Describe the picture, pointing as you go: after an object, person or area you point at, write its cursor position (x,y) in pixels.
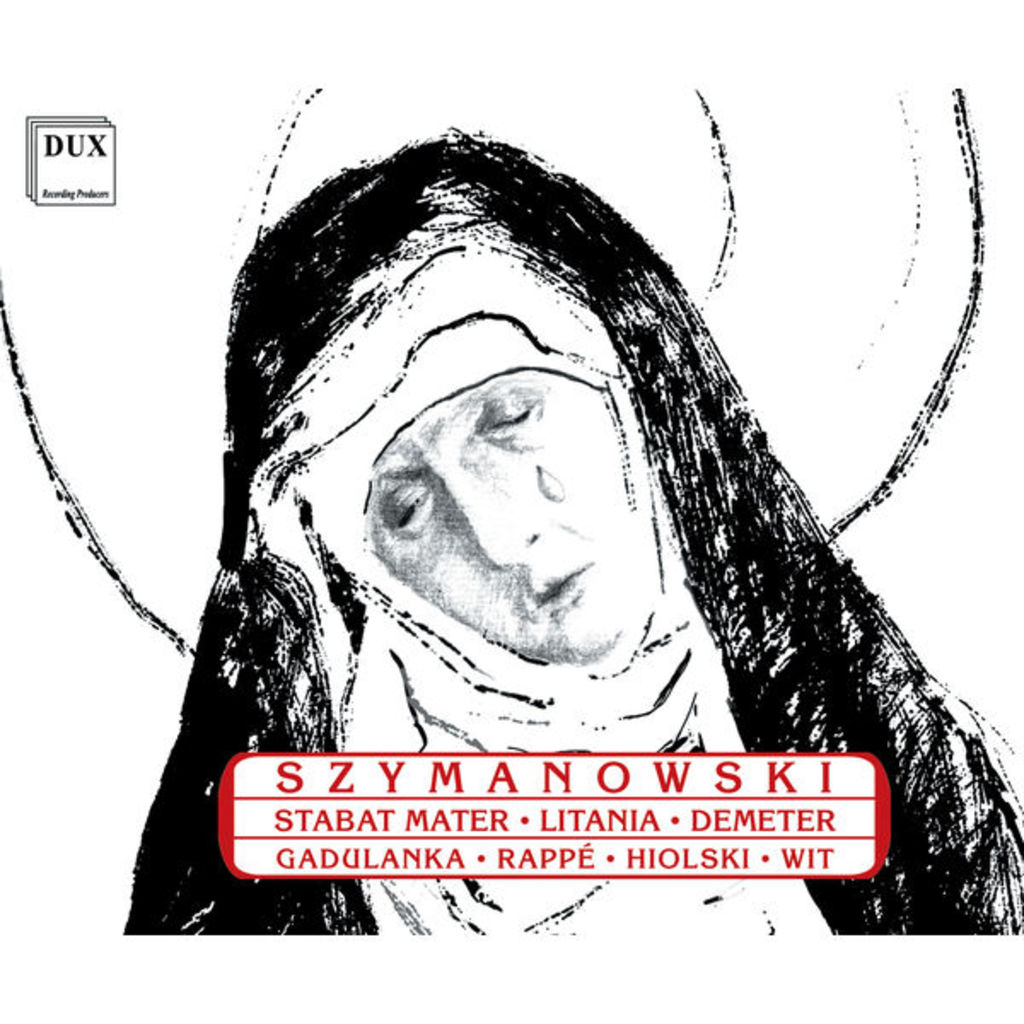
In the picture we can see a painting (471,555) of a woman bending her head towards the left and she is crying and on her we can see a black colored cloth (241,902).
